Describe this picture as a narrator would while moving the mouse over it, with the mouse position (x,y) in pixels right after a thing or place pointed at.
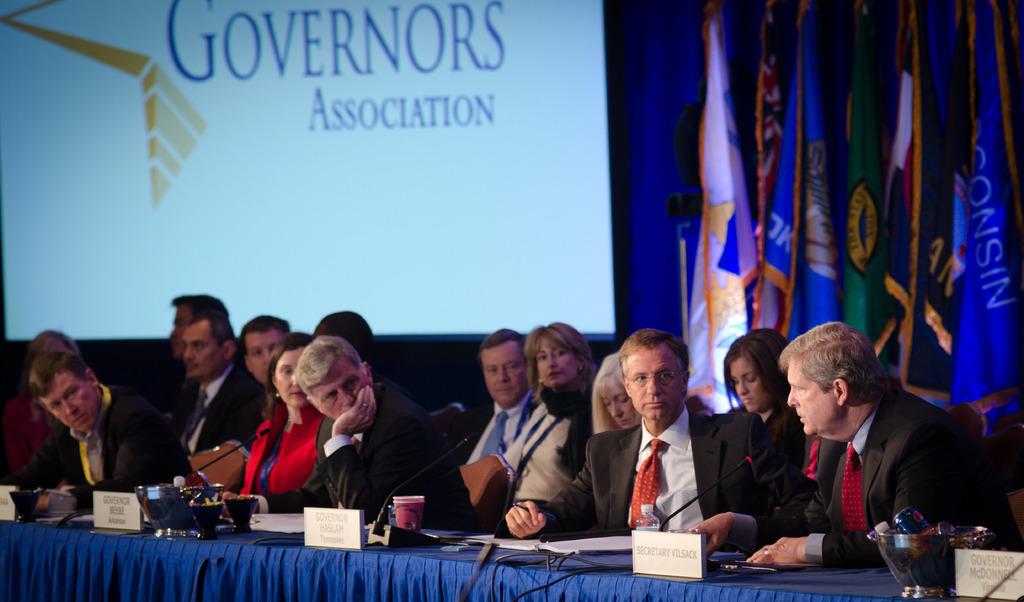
In this image there are group of people (470,459) sitting on the chair (488,488). On the table (432,551) there is a board (324,530), cup (410,524), mic (385,532), bowl (155,502). At the back side (573,155) we can see flags (711,162) and a screen (404,138).
